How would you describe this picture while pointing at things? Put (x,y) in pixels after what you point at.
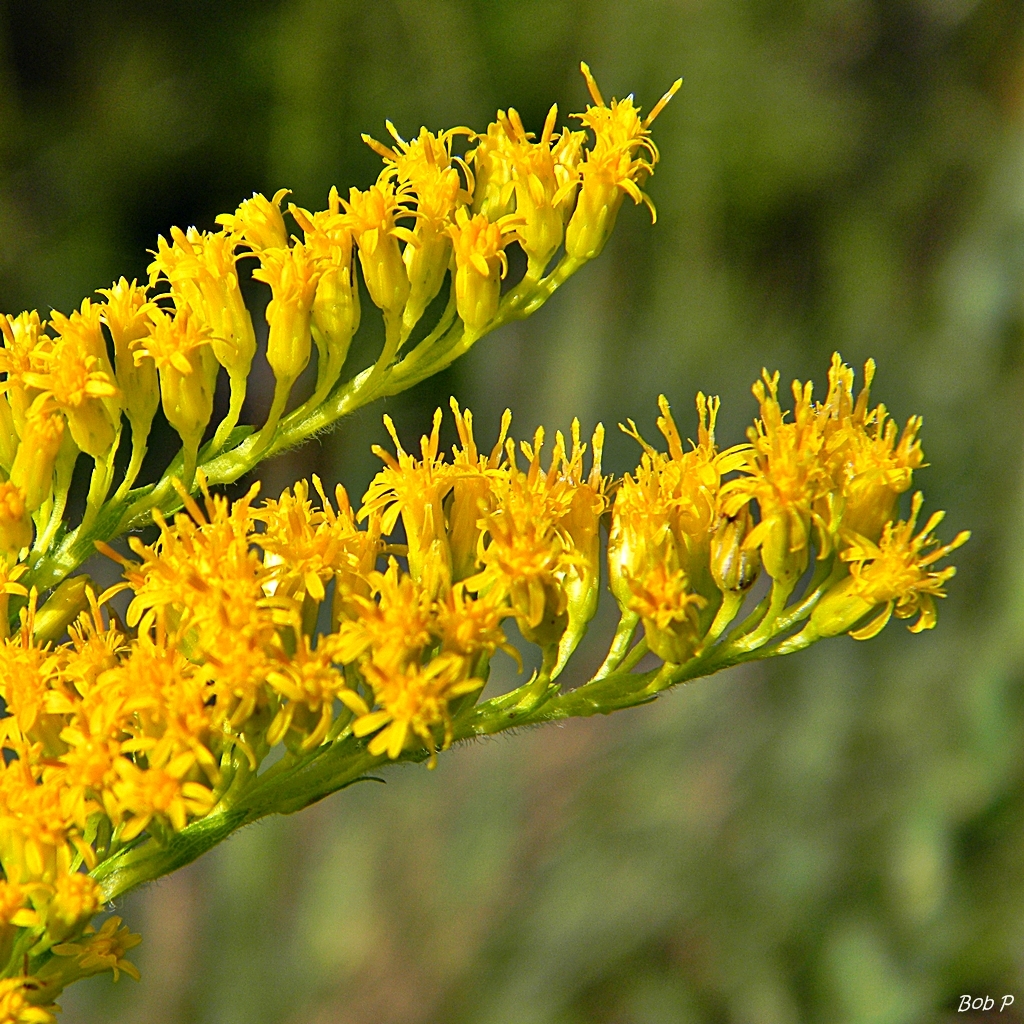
This image consists of plant (172,396). It has yellow flowers (440,632).
